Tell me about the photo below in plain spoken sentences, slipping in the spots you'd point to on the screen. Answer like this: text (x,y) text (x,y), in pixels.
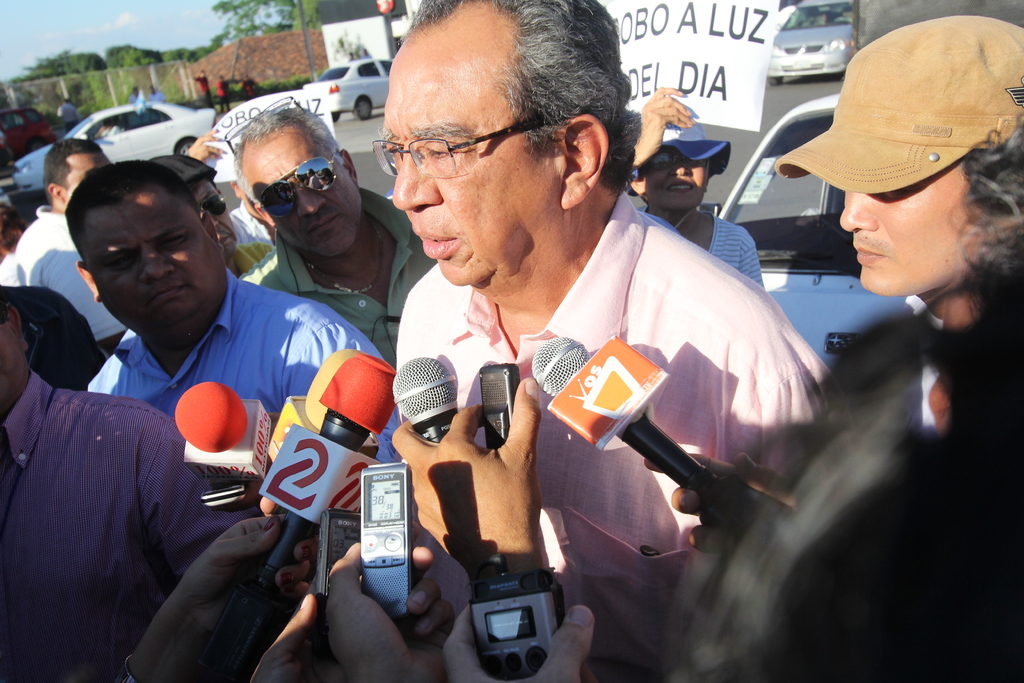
In this picture, we see a group of people (374,300) are standing. The man (436,273) in the middle of the picture (590,354) is standing and he is talking on the microphone (353,359). In front of him, we see microphones (208,410) and recorders (506,621). Behind him, we see a woman (670,167) in white T-shirt (715,231) is holding a paper (669,66) with some text (679,75) written on it. Behind her, we see a white car (777,254). In the background (173,146), there are cars (191,115) moving on the road (371,122). Beside that, people (159,97) are standing. In the background (172,92), we see a fence (170,73), building (245,67) and trees (166,59).
